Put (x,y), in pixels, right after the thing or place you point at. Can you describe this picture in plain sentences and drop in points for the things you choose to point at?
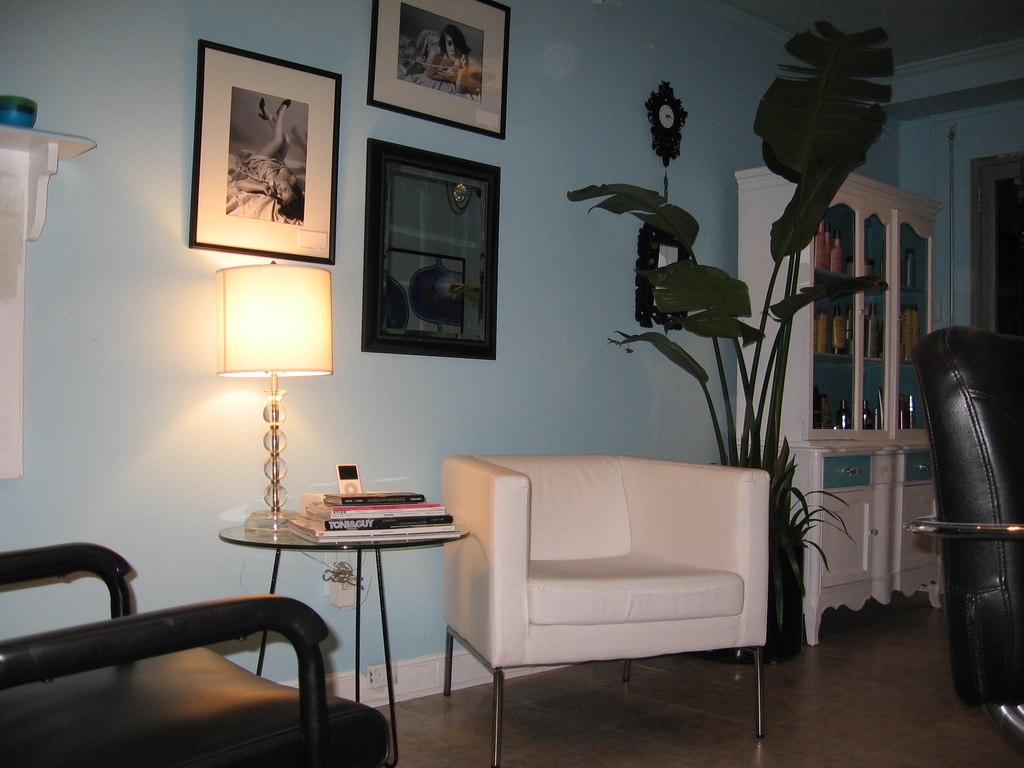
This picture is clicked inside the room (733,737). In the foreground (111,691) we can see the chairs (492,602) and we can see the books (325,533), lamp (240,333) and some objects (345,485) are placed on the top of the table (273,577) and we can see a house plant (768,155) and a cabinet (871,253) containing some objects (834,316). In the background (601,58) we can see the wall (564,118), clock (677,112) hanging on the wall (689,134) and picture frames (415,23) hanging on the wall (589,265) containing the pictures (423,63) of some persons (421,38) and we can see some other objects (39,226).
